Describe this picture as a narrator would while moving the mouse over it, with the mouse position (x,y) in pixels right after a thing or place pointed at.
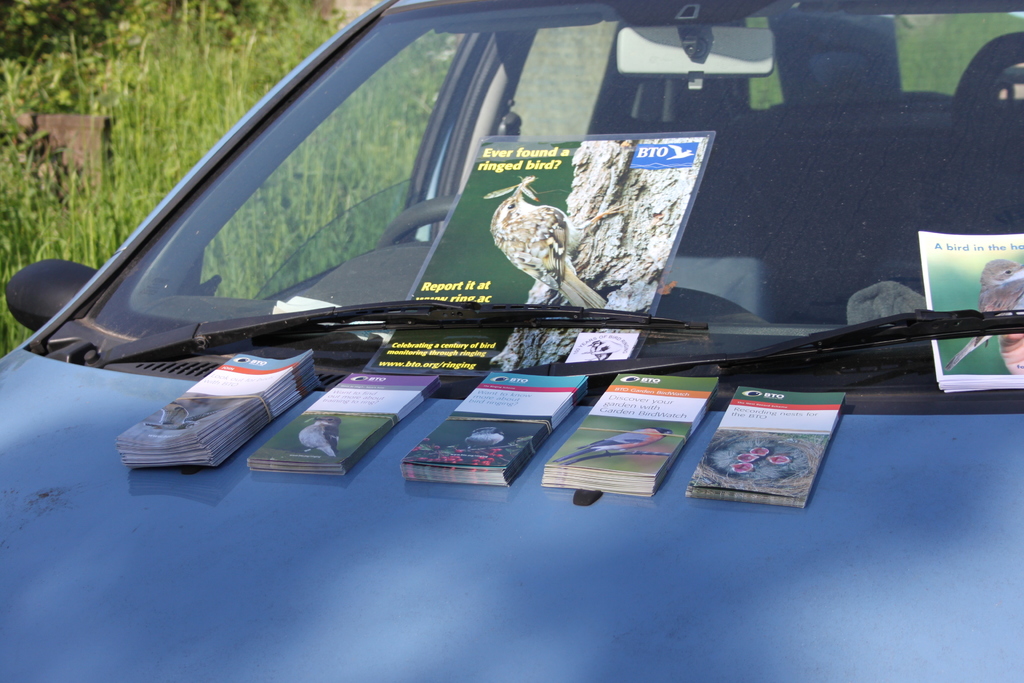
In this picture in the center (635,430) there are papers (491,419) on the car (745,343). On the left side (148,136) there's grass (143,115) on the ground (185,73).
